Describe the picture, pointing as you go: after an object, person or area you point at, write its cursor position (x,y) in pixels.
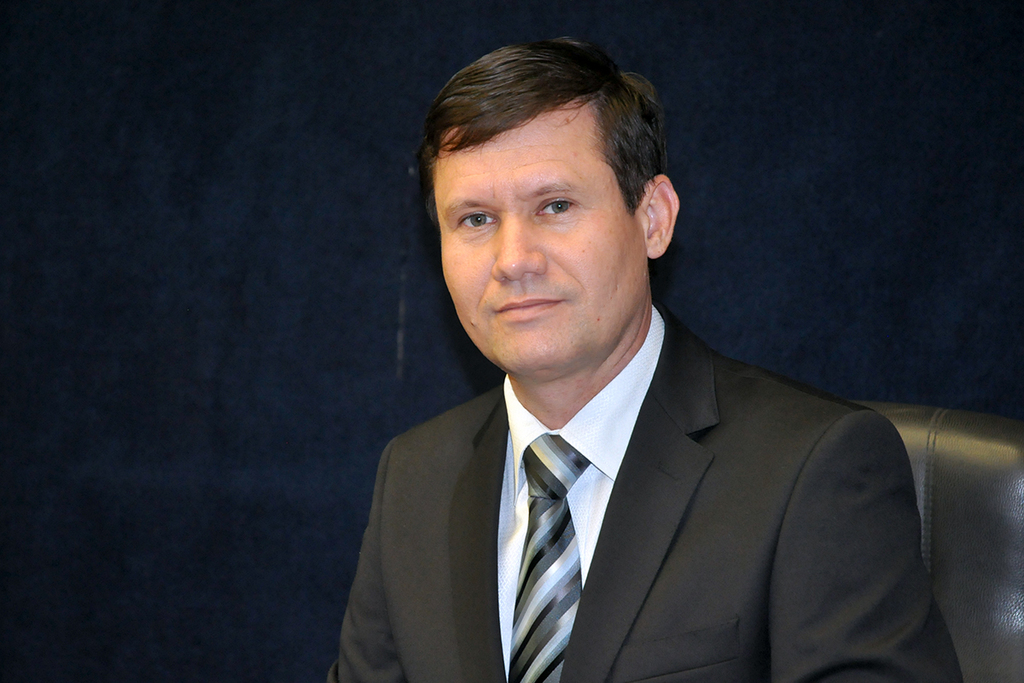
In this image I can see a person (622,426) wearing white shirt (595,424), black blazer (619,511) and black tie (546,553) is sitting on a chair (954,470) which is black in color. I can see the black colored background (809,241).
